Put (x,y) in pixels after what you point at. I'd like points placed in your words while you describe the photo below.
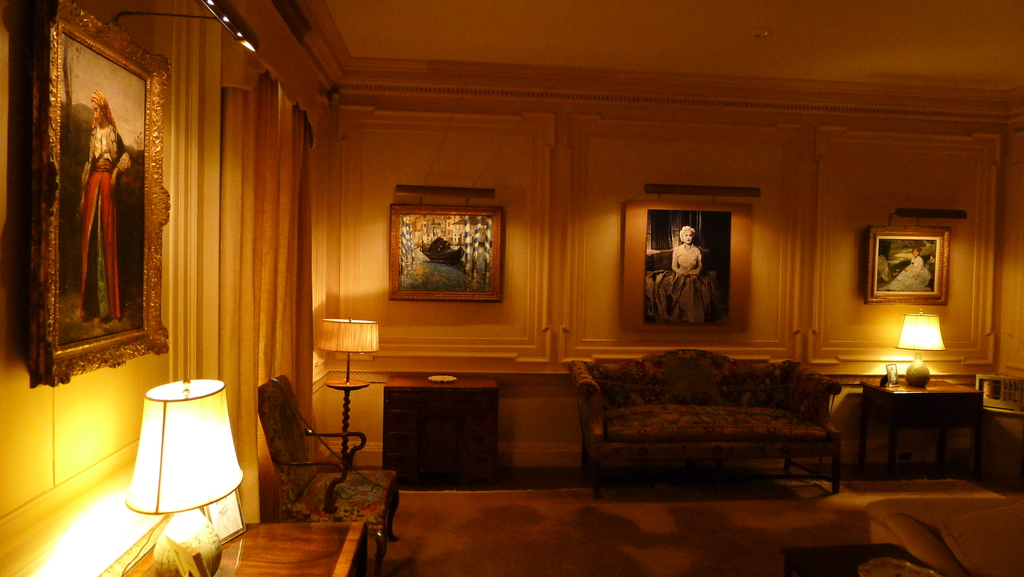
there is a room (394,503) in which there is a sofa (726,417) in the center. to its left and right there are 2 wooden tables (926,423). at the right table (937,390) there is a lamp (915,345). behind that there is a wall (836,141) on which there are 3 photo frames (674,258). at the left (231,207) there is a chair (292,423), behind that there are curtains (253,369) and on the wall (208,299) there is a photo frame (98,220) in which a woman (87,173) is standing. in front of that there is a table (275,553) on which there is a lamp (195,545). above each photo (78,149) there is a light (405,187).
